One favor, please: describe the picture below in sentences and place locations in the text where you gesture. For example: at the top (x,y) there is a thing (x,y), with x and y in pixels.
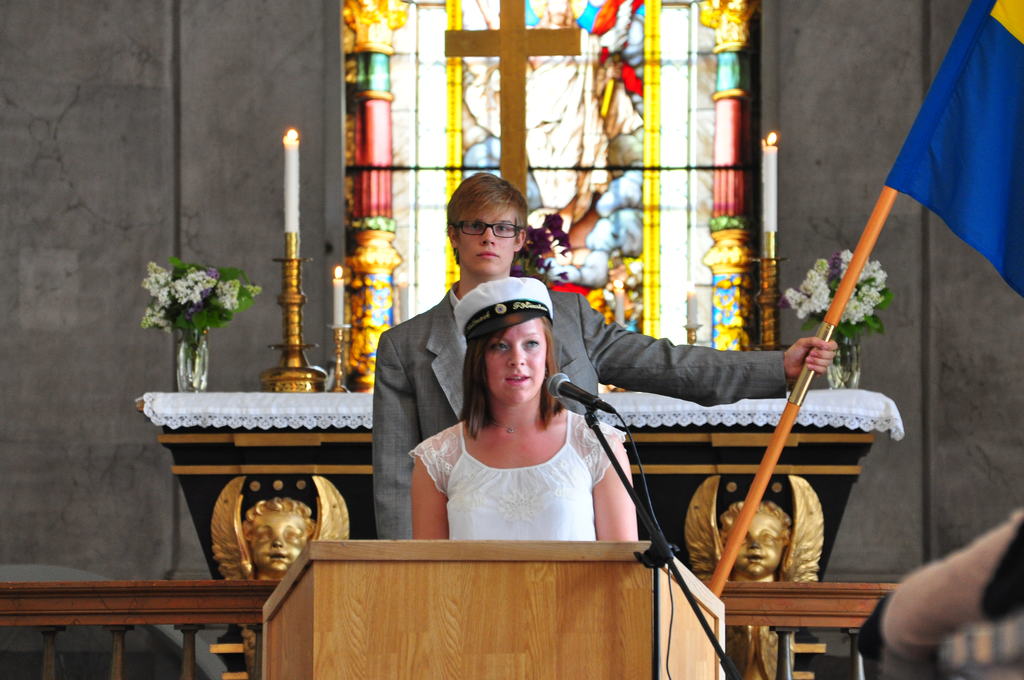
In this image I can see a person (518,487) is standing in front of podium (493,590) and the person (541,488) is wearing white dress (552,474). I can see a mic (584,402), stand (584,405). Back I can see a person (465,211) is holding a flag (987,108). I can see few candles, flowers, few objects (298,340) and the cross symbol (469,39). Background (157,176) is in grey color.
